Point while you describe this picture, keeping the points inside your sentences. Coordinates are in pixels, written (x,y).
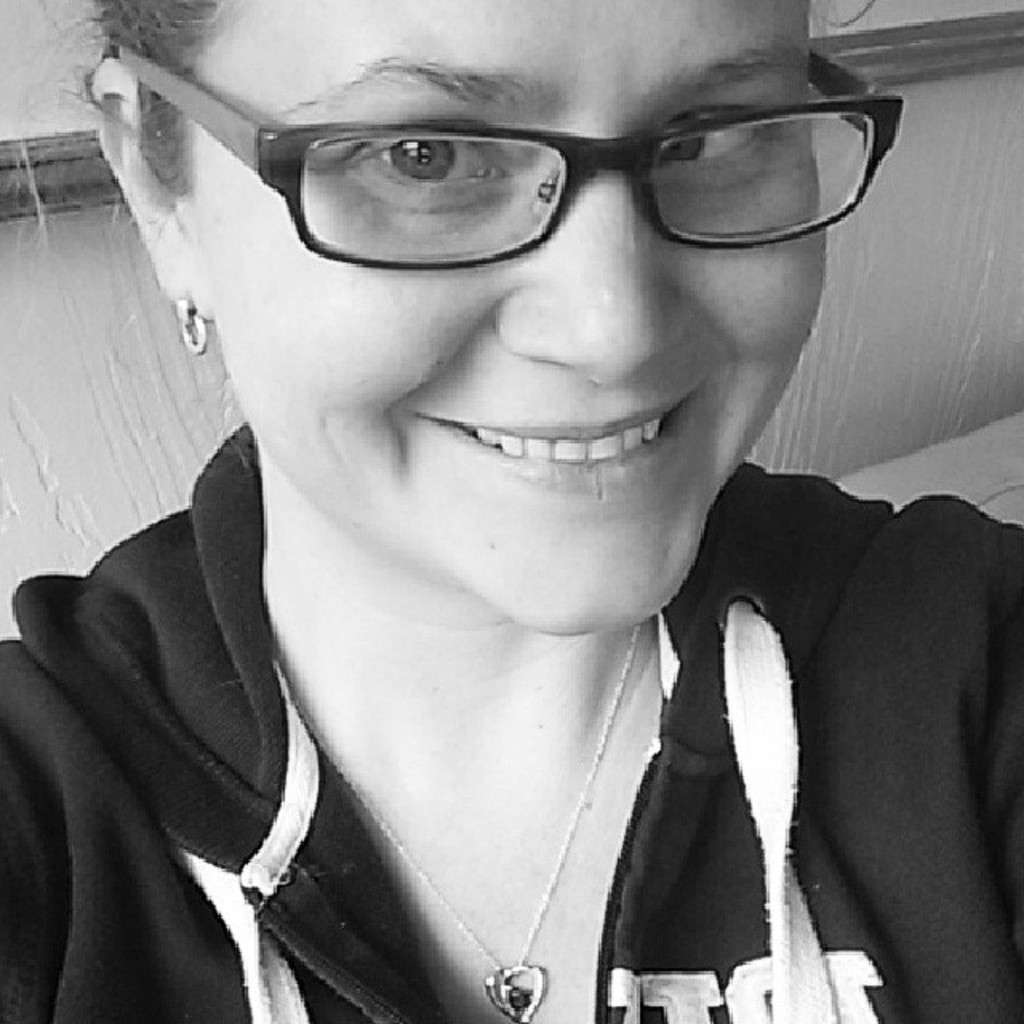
This image consists of a woman (508,961) wearing a black jacket (668,979). In the background (919,195), it looks like a wall (1,458).
